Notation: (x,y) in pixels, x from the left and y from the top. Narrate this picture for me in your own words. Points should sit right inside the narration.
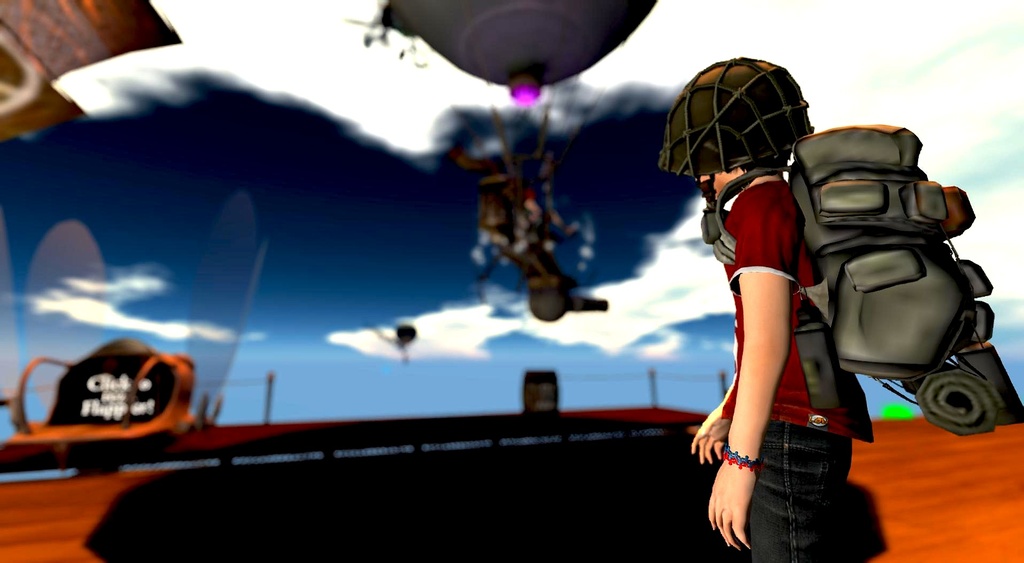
This is an animated image where I can see a person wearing backpack (811,195) is standing, beside him there are so many other objects (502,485).
